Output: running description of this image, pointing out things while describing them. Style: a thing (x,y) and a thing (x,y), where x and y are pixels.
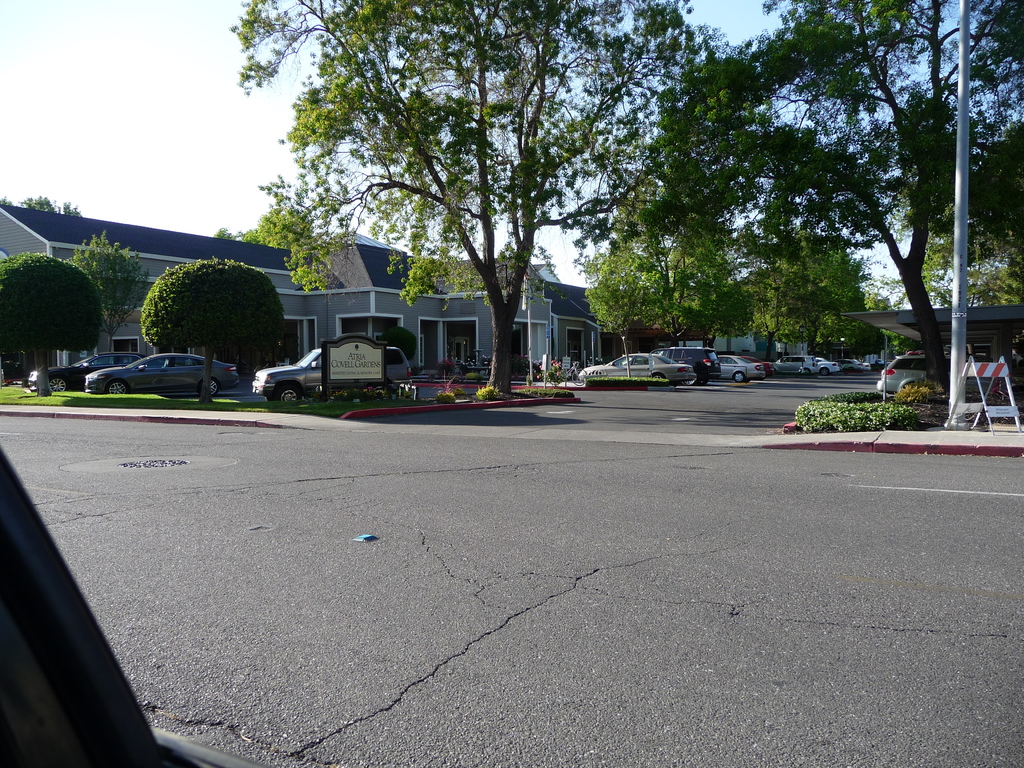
In this image in the center (471,306) there are some houses (520,308), trees (883,232) and some vehicles (72,389). On the right side (962,277) there is one pole (961,367) and some object (974,362) and also i can see some boards (332,380). At the bottom (710,646) there is a road (453,636) and on the left side (69,670) there is a vehicle (13,661), and at the top of the image (255,85) there is sky (222,76).
